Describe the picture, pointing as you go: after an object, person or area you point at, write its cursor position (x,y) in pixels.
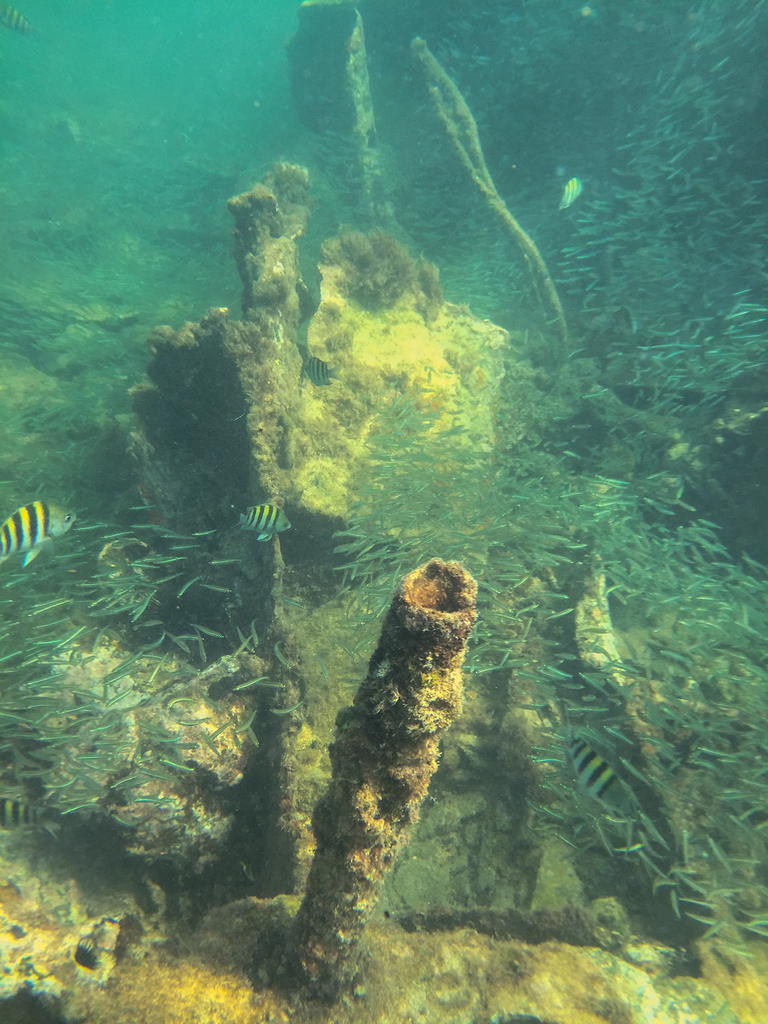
This image is taken underwater. In this image there are many fishes (42,544) and marine creatures (377,825) in the water (530,535).
